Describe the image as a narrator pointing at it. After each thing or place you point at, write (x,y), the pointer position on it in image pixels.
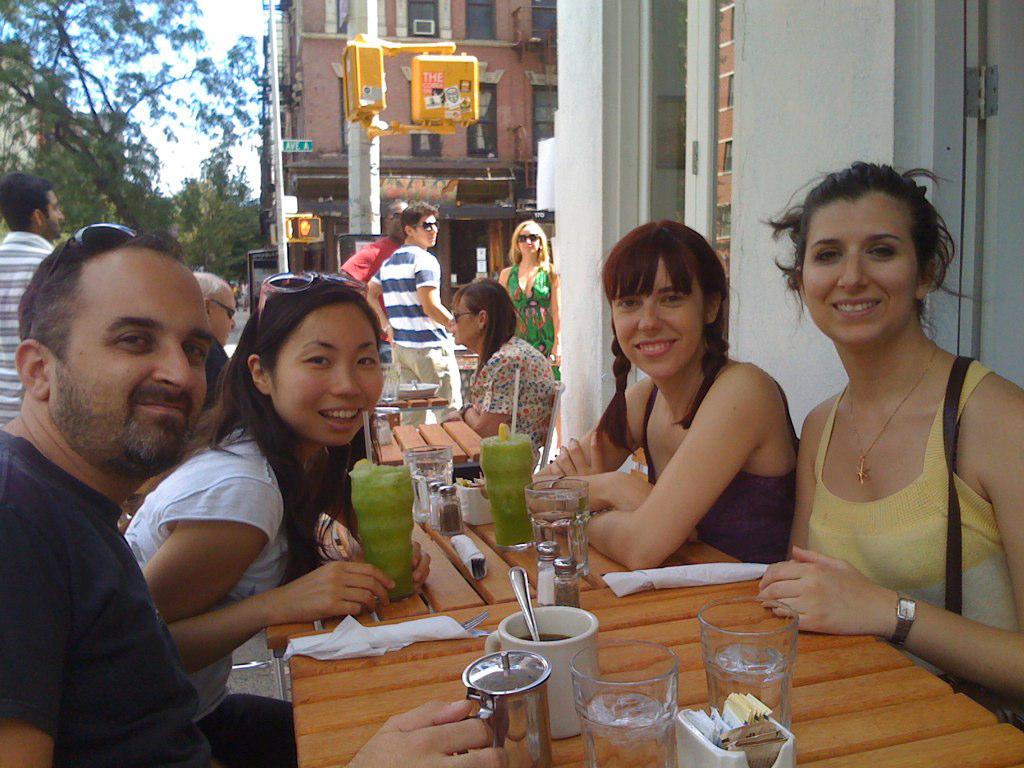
In front of the picture, we see four people (261,505) are sitting on the chairs (253,662). In front of them, we see a table (429,653) on which the glasses (401,534) containing the liquids (379,509), cup (586,628), spoon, tissues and some other objects (565,583) are placed. They are smiling and they might be posing for the photo. Beside them, we see two people (504,397) are sitting on the chairs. In front of them, we see a table (459,423) on which some objects (381,437) are placed. Behind them, we see a white buildings (790,118) and the windows (677,179). In the middle (549,340), we see three people (402,280) are standing. Behind them, we see a pole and traffic signal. We see an object (349,62) in yellow color. In the background (316,79), we see a building (330,144) in brown color. There are trees (106,206) in the background (187,204).
